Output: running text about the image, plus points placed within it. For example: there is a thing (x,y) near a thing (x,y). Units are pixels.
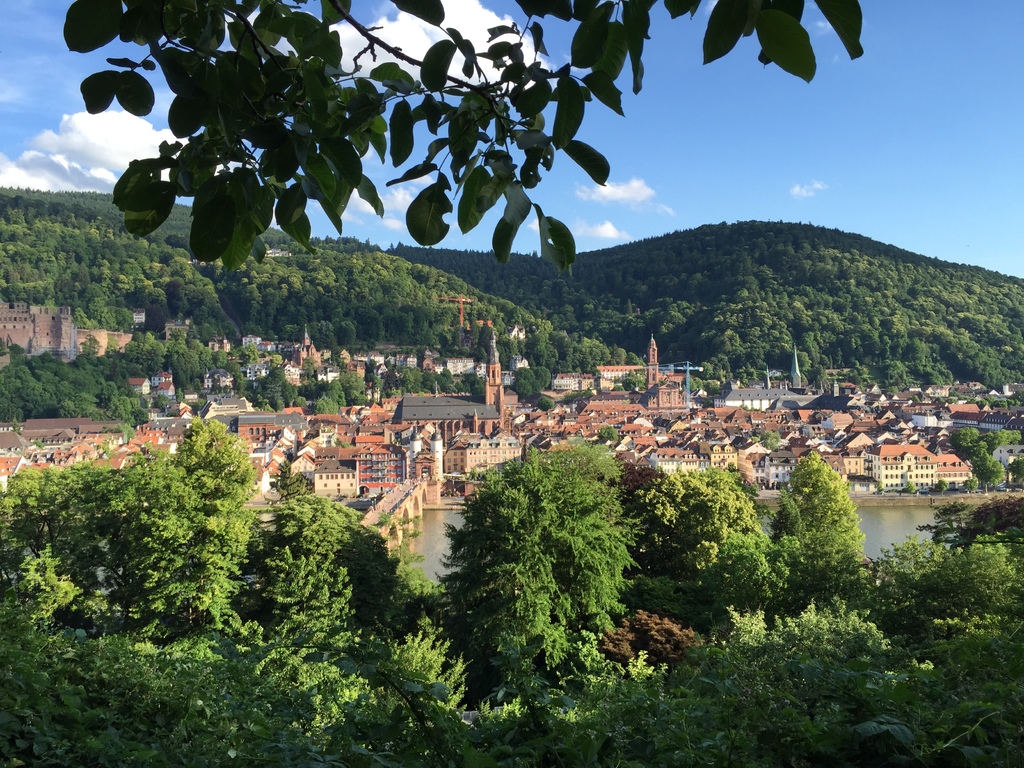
In the center of the image (538,434) there are buildings (415,469). At the bottom of the image (533,606) there are trees (524,628). In the background of the image (51,244) there are mountains (597,286) and sky (816,142).
